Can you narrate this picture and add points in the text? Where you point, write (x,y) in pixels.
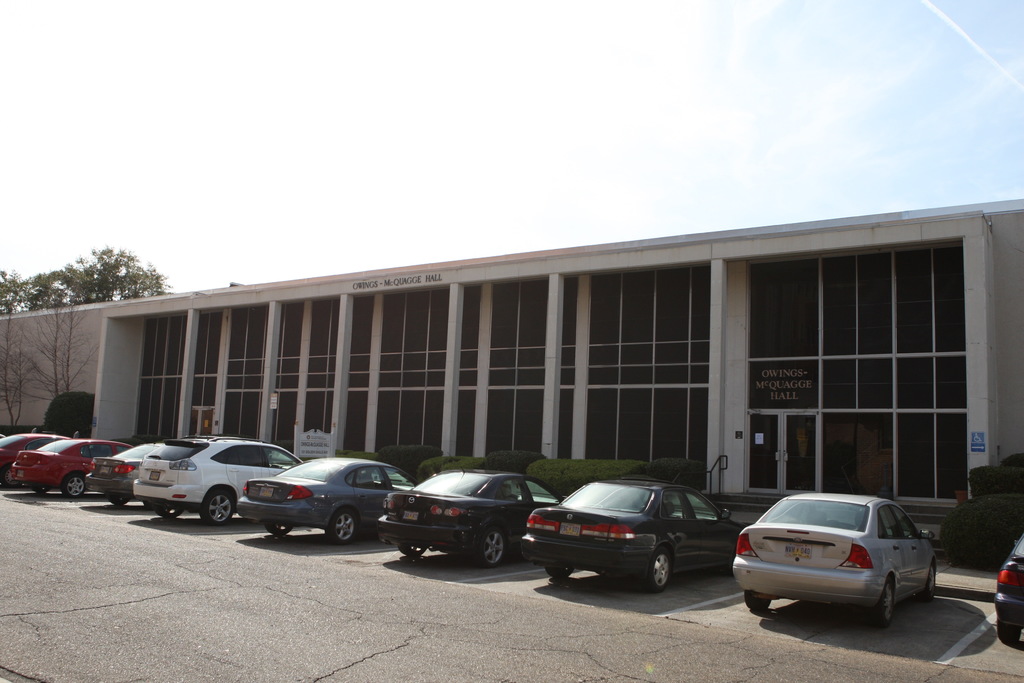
In the picture we can see a building (413,352) with glasses (939,480) to it with pillars (970,354) and near it, we can see some plants (418,458) and some cars (592,491) are parked and behind the building (138,349) we can see trees (116,264) and sky (407,204) with clouds (399,231).
